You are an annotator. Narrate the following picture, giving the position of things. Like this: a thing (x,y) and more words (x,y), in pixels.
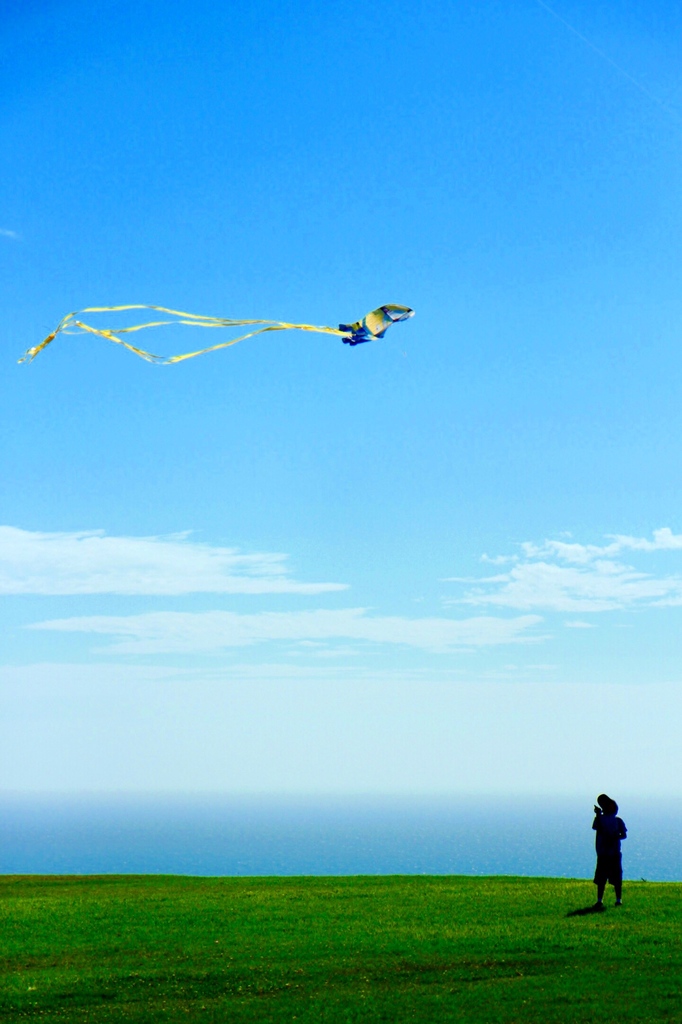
In this picture we can see one boy (617,882) is standing on the grass (299,908) and flying kite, we can see the sky (260,355).
